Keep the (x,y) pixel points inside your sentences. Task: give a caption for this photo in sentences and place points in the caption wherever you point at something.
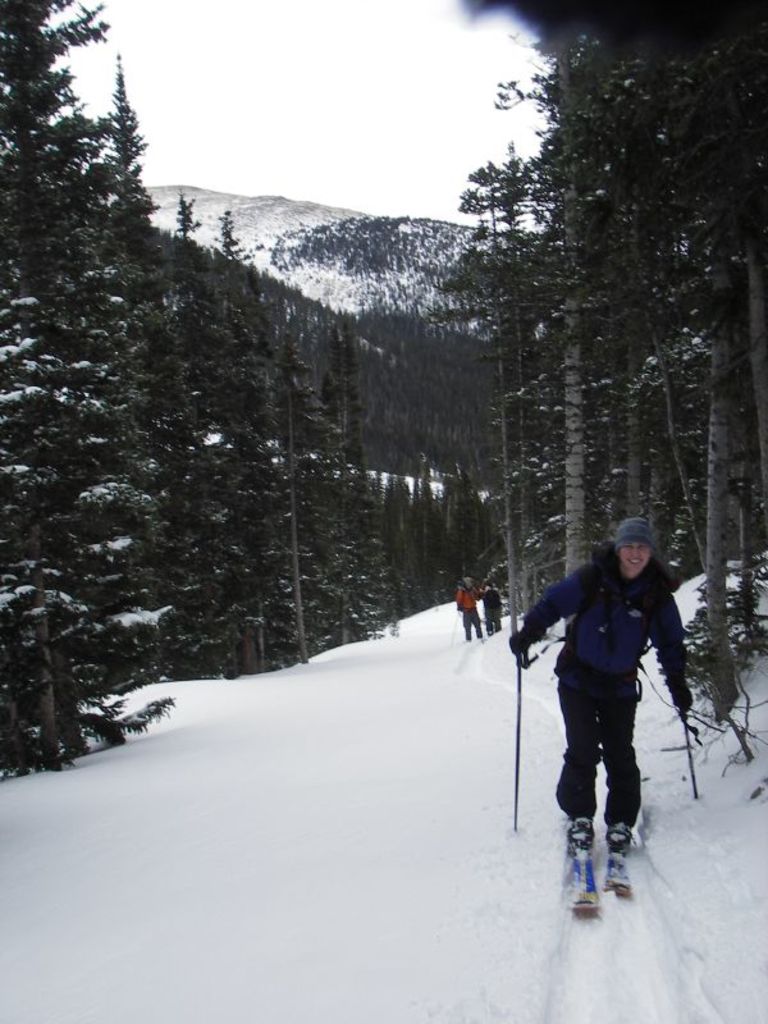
In this image on the right (607,688), there is a man (606,698), he wears jacket (621,643), trouser (582,794), shoes (572,832), he is holding sticks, he is driving ski boards (579,892). In the middle (454,598) there are people (470,608), trees (446,556), ice (336,702), hills (331,260) and sky (314,125).
